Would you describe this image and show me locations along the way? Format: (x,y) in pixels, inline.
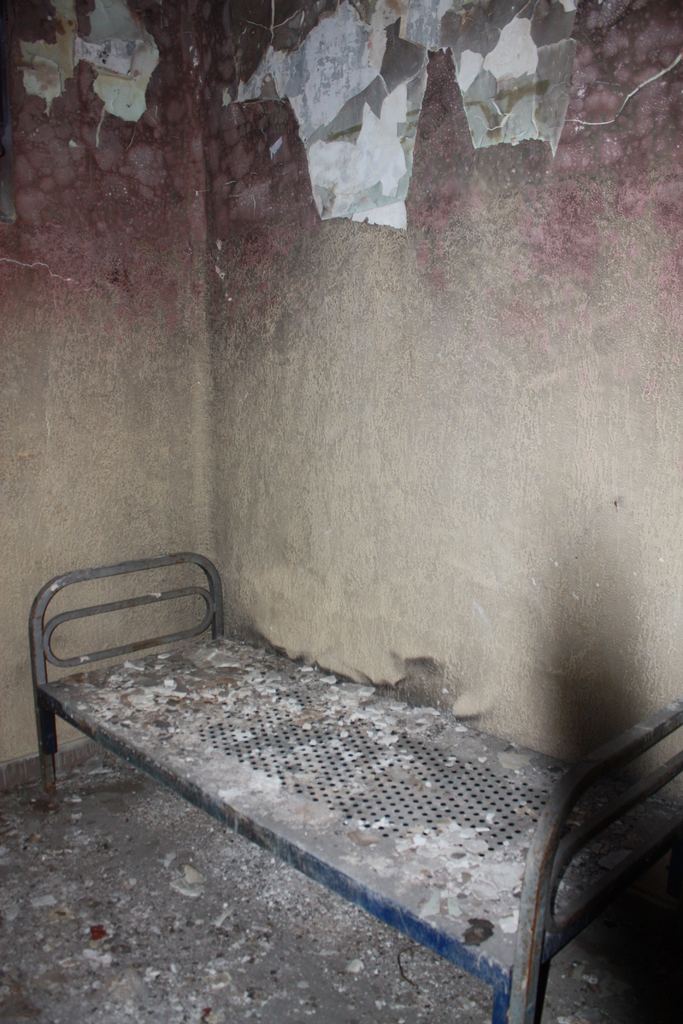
In this image we can see a cot (342,822). Also there are peeling walls (300,165).
